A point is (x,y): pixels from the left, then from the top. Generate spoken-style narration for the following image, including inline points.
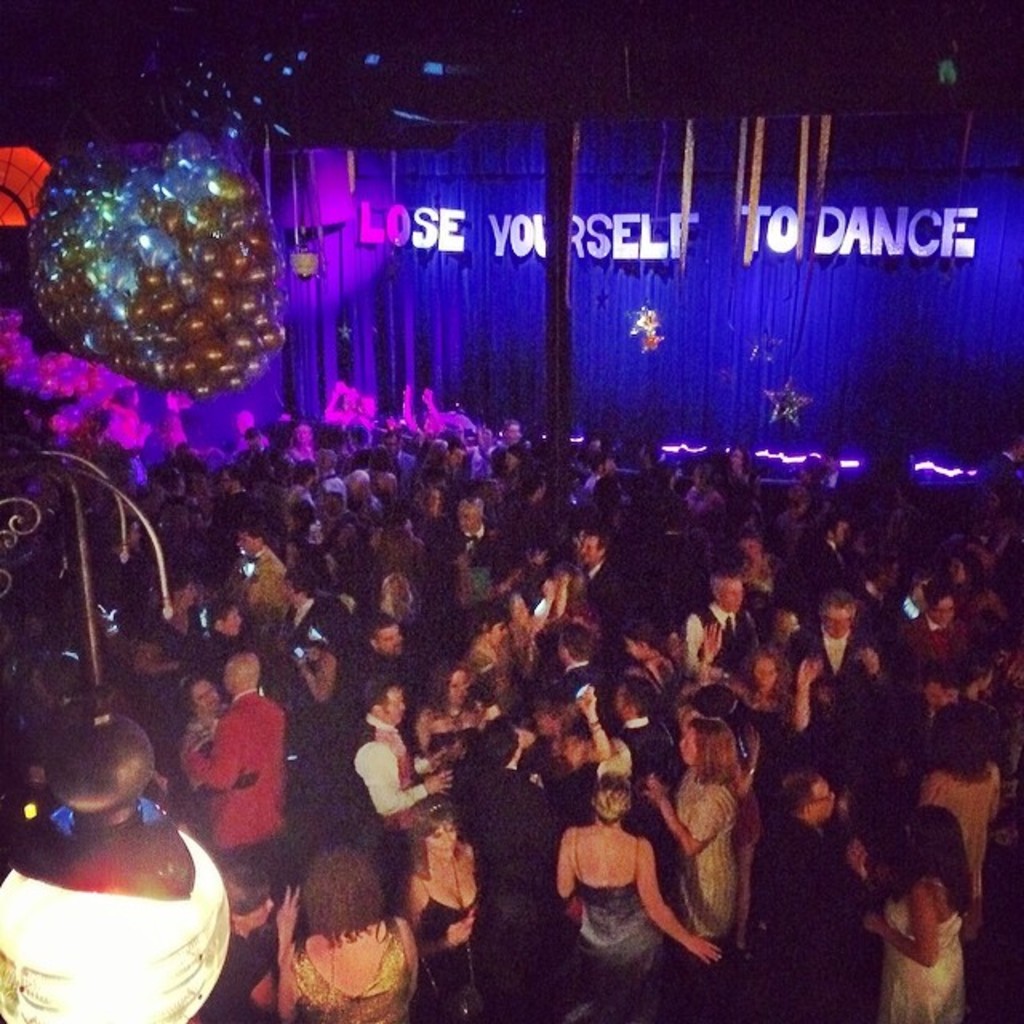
There are group of people (298,690) standing. This looks like a lamp (134,840). I think this picture was taken at the party. This is the cloth (682,305) hanging. This looks like a pole (567,441).
